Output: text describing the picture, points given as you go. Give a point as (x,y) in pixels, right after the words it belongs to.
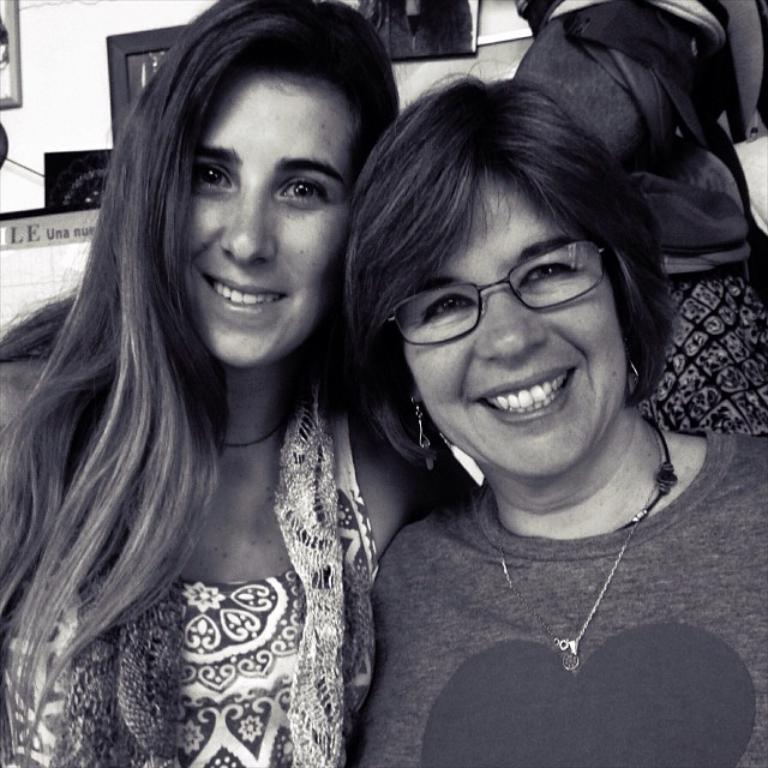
There are two women (440,371) smiling. In the background (701,84) we can see bag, frames (151,45) on a wall (72,99) and objects (68,223).
